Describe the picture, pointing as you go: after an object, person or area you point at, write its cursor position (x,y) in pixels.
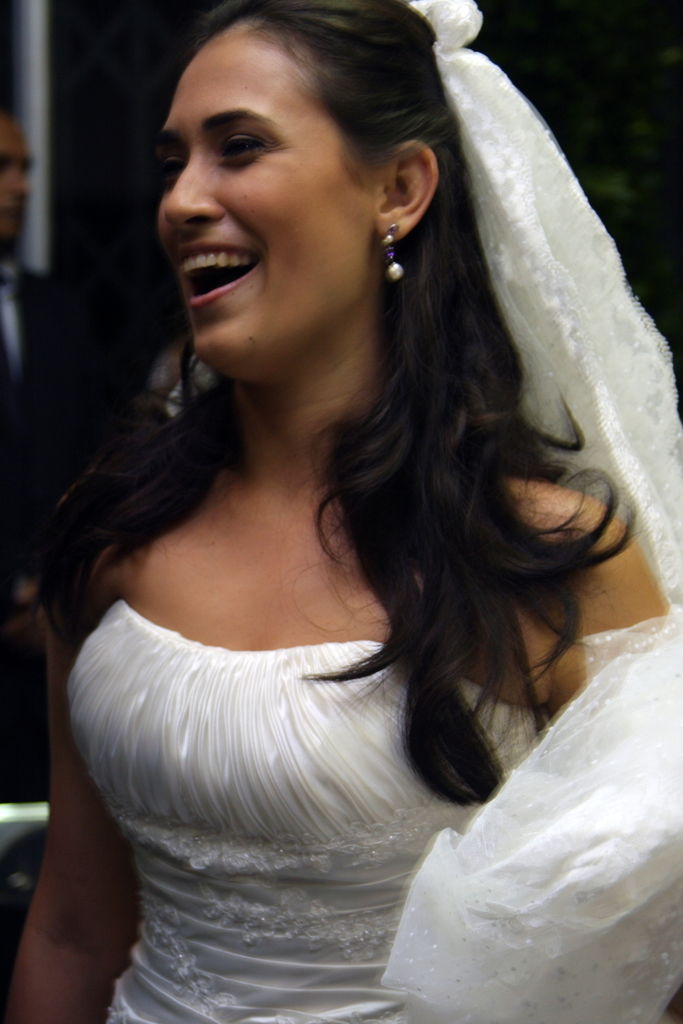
In this picture we can see a lady (383,466) wearing a white dress (399,704) and standing, we can also see another person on the left side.
